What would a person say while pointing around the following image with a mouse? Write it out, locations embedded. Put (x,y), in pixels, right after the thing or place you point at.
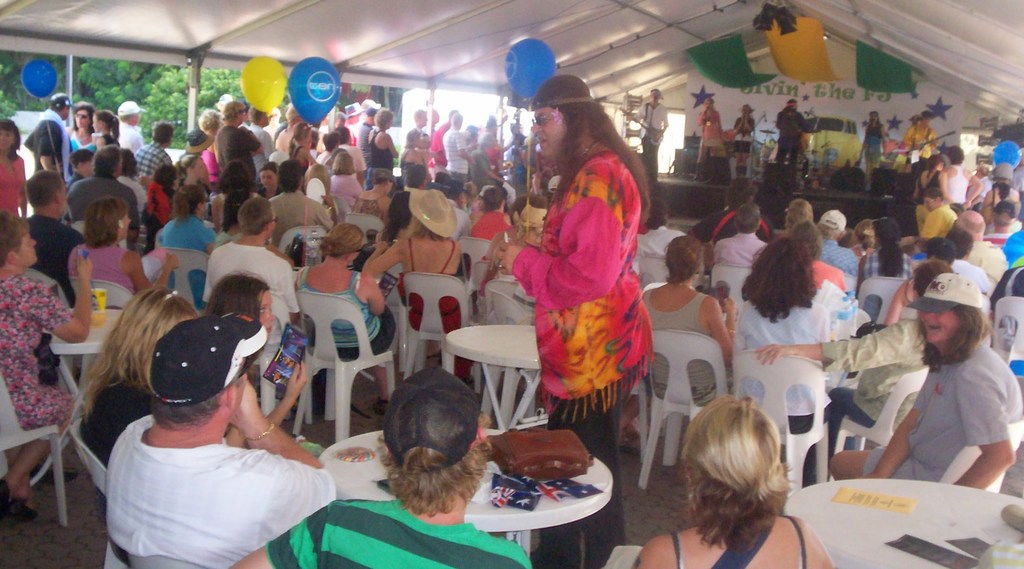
This image consists of many people (969,419) sitting in the chairs (303,393). On the right (720,117), there is a dais (744,175), in which there are few persons (708,129) working. At the top (619,39), there is a tent (824,15). On the left (286,96), there are trees (139,90). In the middle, we can see the balloons (31,90).
